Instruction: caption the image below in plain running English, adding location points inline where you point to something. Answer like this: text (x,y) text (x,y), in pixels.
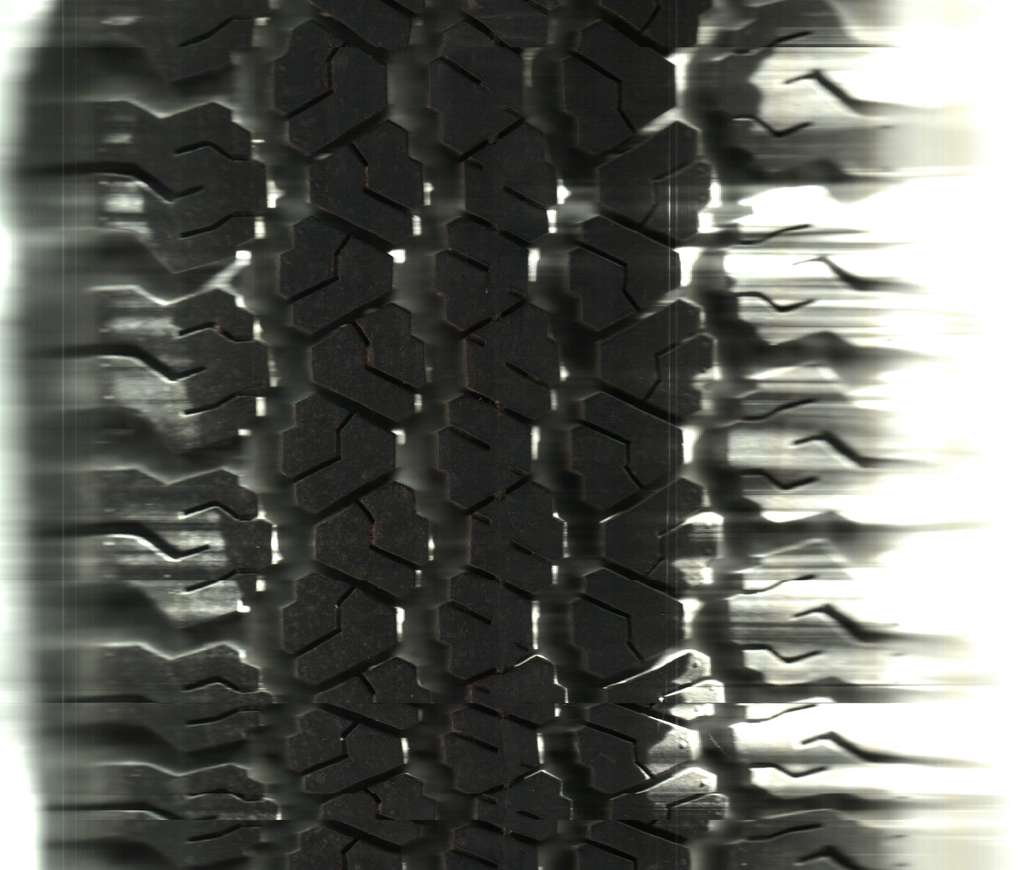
This picture is blur, we can see black Tyre (178,517).
